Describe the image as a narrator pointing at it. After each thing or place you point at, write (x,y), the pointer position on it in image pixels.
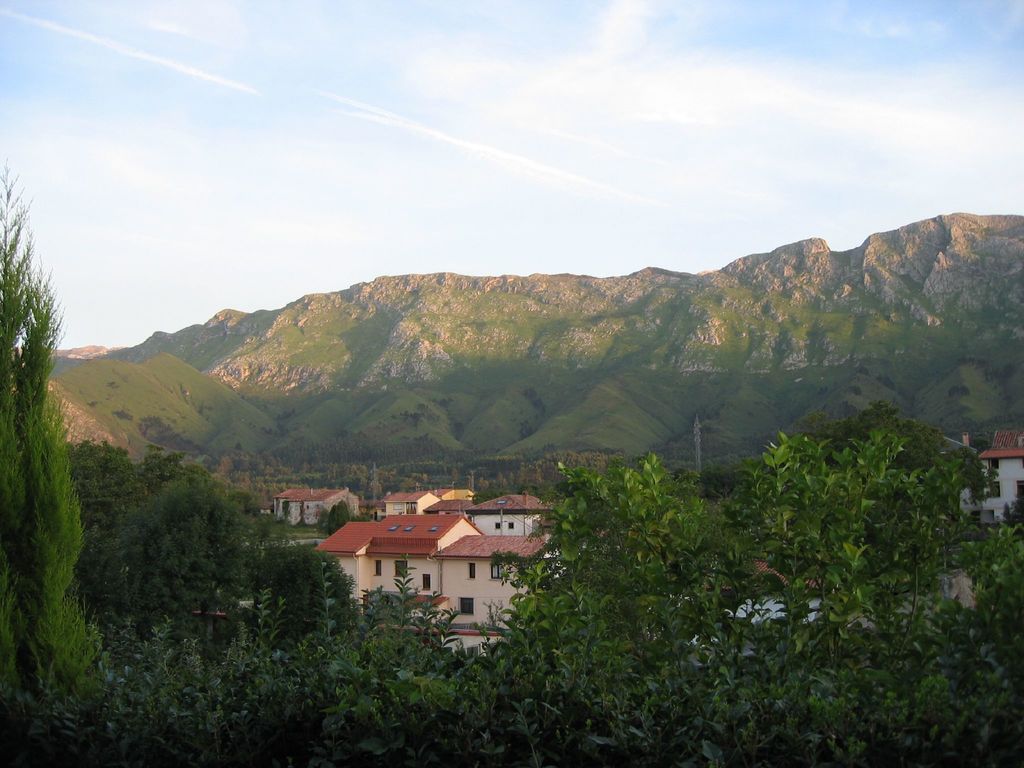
In front of the image there are trees (435,623), behind the trees (385,604) there are buildings (525,517) and electric towers (700,446), behind them there are mountains (547,309). At the top of the image (451,90) there are clouds (743,107) in the sky (341,141).
